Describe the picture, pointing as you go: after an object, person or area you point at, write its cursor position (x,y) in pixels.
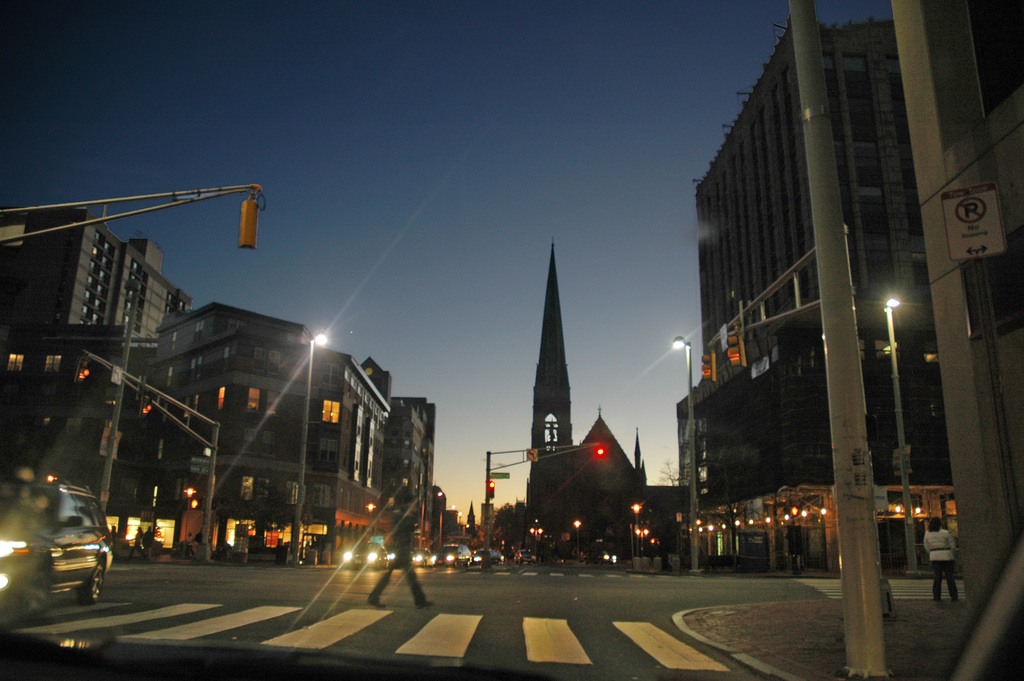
In the background (543,194) we can see sky (397,144). These are buildings (921,400). Here we can see traffic signals (489,499). We can see vehicles (72,532) and people (408,536) on the road (617,572). Here we can see a person (395,535) walking. This is a zebra crossing (376,642).
